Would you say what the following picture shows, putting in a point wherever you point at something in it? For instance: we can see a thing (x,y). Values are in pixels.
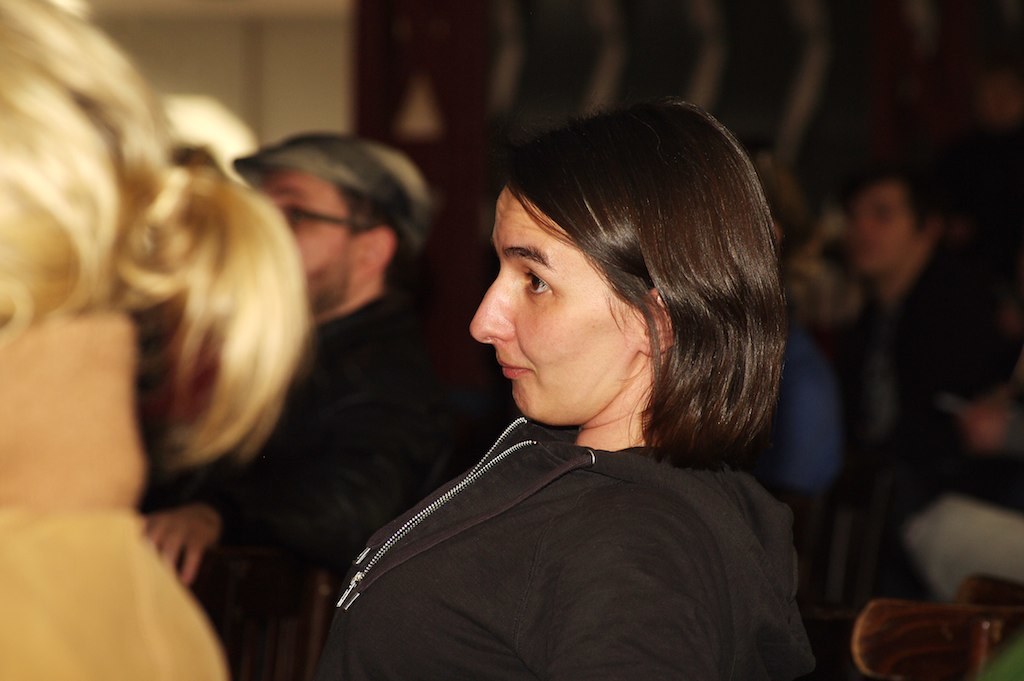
In the picture there is a woman (343,626), beside the women (553,149) there are people (173,225) present and there may be a wall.
